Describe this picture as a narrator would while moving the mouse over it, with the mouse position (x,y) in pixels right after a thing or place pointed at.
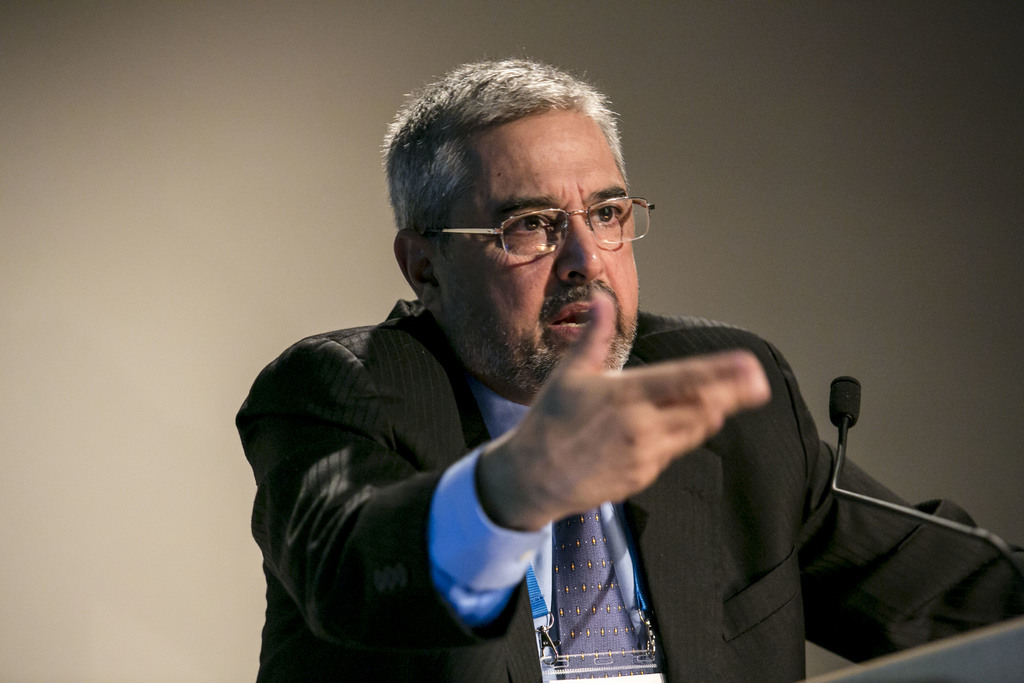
On the right side (749,407), there is a person (699,376) in a suit (372,338), wearing a spectacle (623,227) and speaking in front of a mic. Which is attached to a stand (992,647). In the background (198,69), there is a white color surface (157,104).
